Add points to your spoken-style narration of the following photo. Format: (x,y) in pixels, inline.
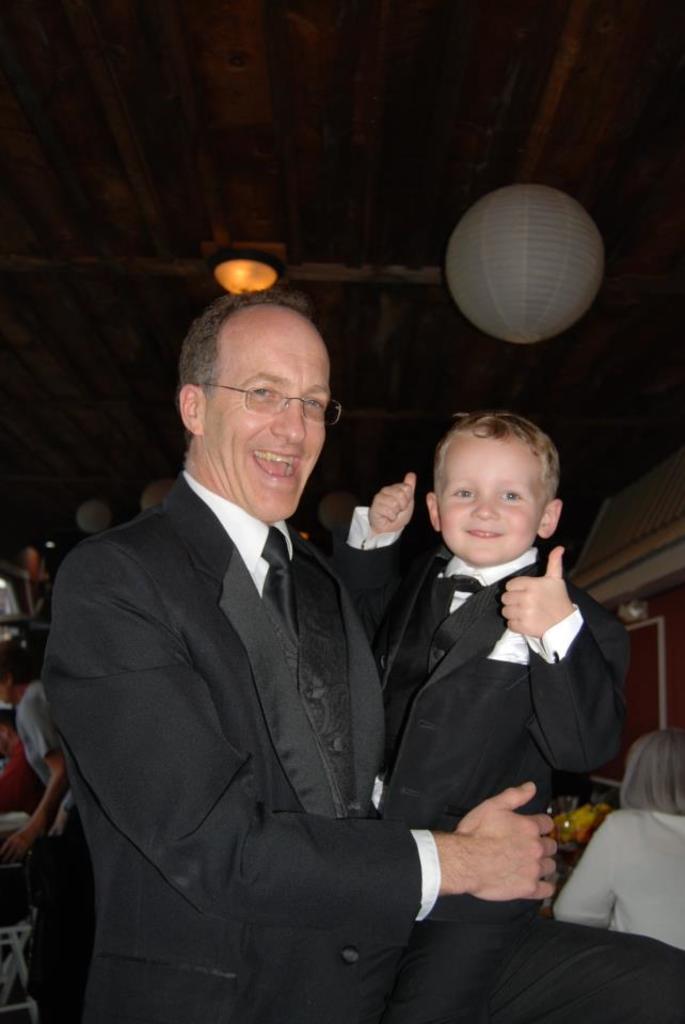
In this image there is a person (178,676) holding a little kid (432,579) with a smile on their face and beside them there are some people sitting on the chairs (34,908) in front of them there are tables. On the tables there are few objects (563,823). At the top of the image (278,176) there is a ceiling (298,228) with a light (234,251) and a paper lantern (495,242).
